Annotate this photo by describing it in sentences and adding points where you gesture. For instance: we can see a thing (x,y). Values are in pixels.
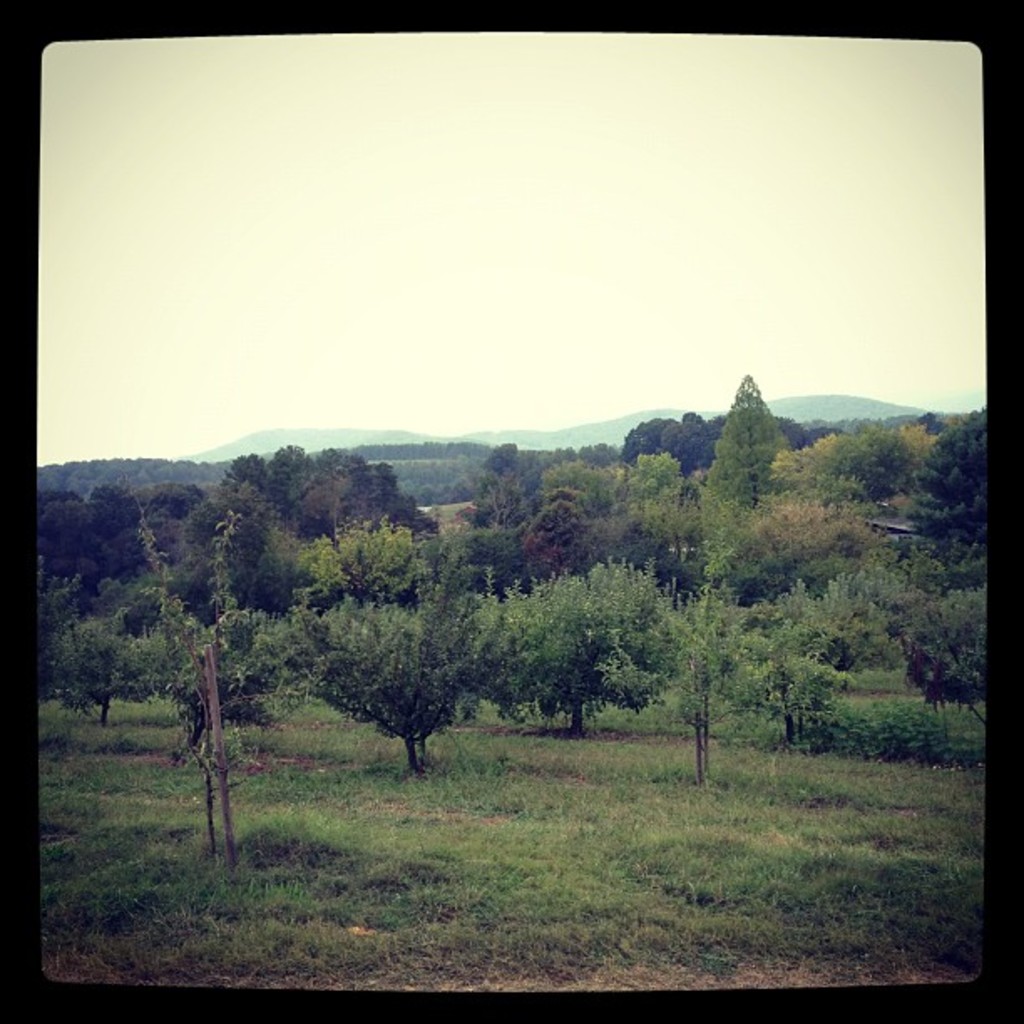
In this image there are trees (332,624) and grass (386,842) on the ground (471,842). In the background (527,431) there are mountains (845,412). At the top (455,213) there is the sky (294,285). There is the border (25,85) around the image.
